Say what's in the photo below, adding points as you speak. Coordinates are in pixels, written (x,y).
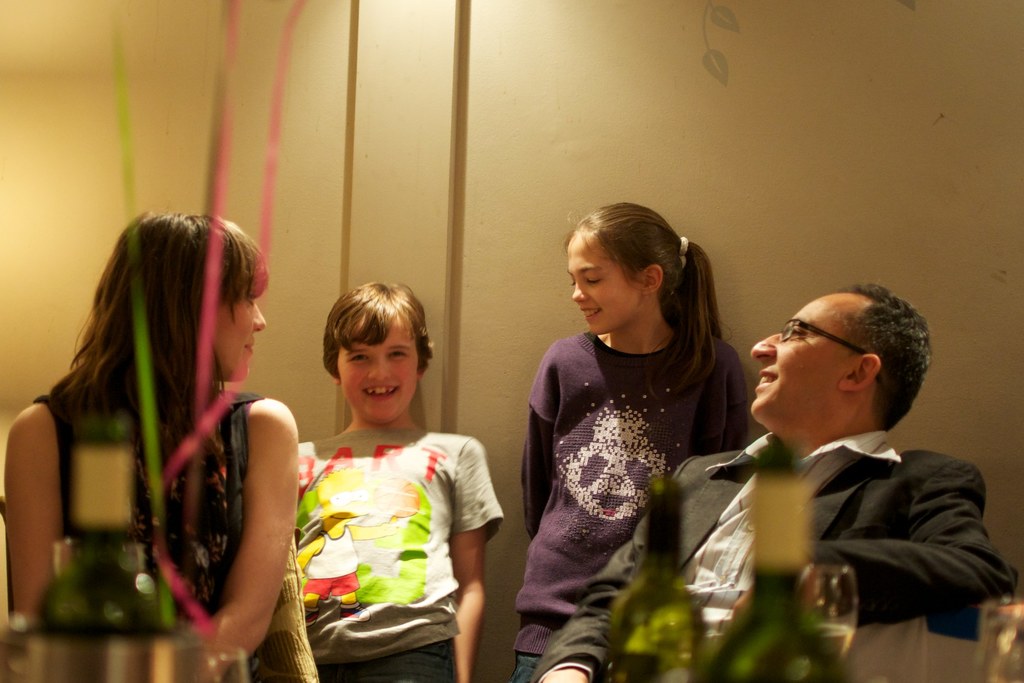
In this image there is a boy (477,527) and a girl (564,477) are standing. Right side (938,502) there is a person (842,525) wearing a blazer (844,512) and spectacles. He is sitting. Left side (212,488) there is a woman (178,476). Bottom of the image (159,622) there are bottles (773,587) and glasses (992,664). Background (985,248) there is a wall (459,324).
